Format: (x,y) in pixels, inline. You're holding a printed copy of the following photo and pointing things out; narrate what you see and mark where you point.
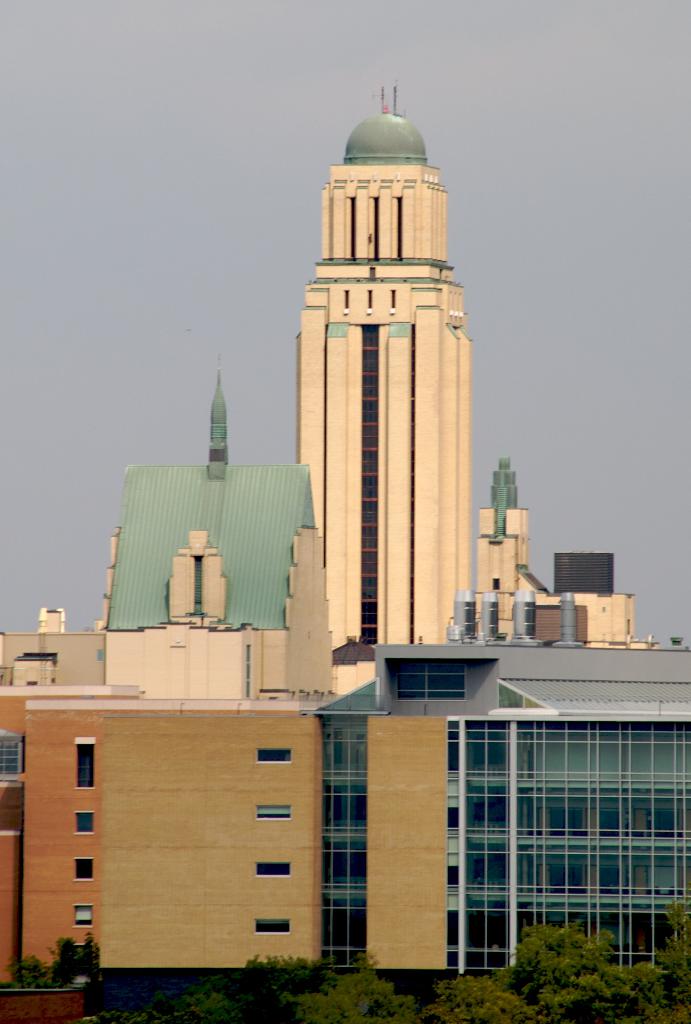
In this image I can see many trees (292,1003) and the buildings (226,546). In the background (296,292) I can see the sky (579,258).
